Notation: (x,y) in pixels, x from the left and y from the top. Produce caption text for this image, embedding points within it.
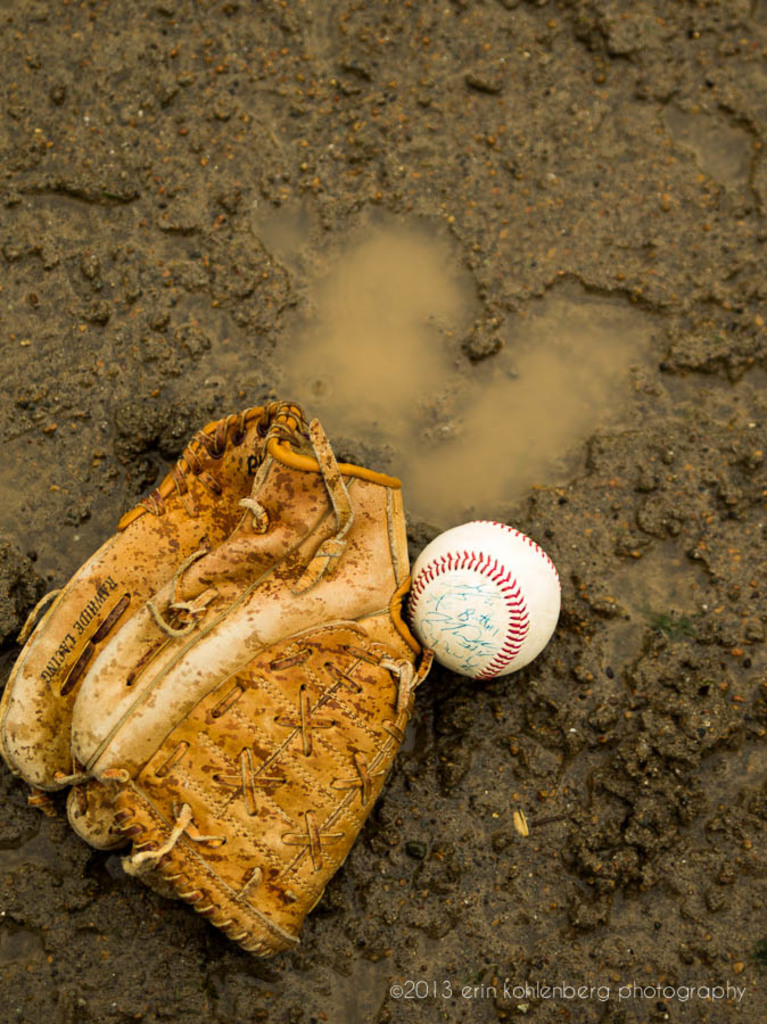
In this image I can see a brown colour glove (262,484), a white colour ball (448,575) and water (427,319).
